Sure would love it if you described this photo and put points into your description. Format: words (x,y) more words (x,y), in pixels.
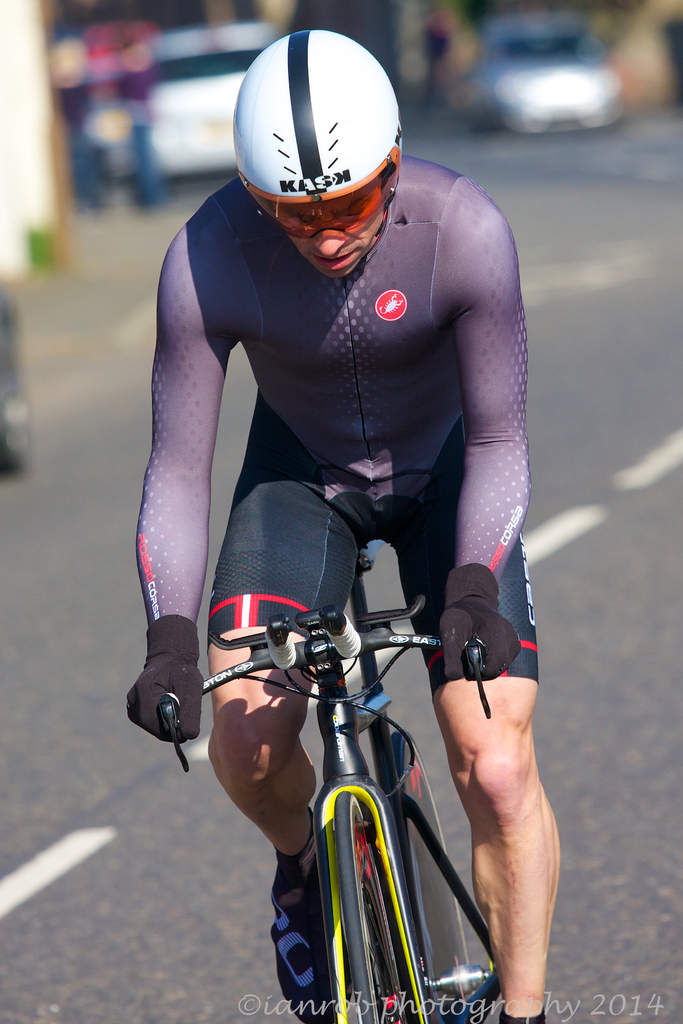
In the center of the image (371,563) a man (196,579) is riding bicycle (347,686) and wearing helmet (384,143). In the background of the image (87,469) we can see cars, wall (24,100), road (660,786) are there. At the bottom of the image (430,1015) some text (430,1006) is there.
